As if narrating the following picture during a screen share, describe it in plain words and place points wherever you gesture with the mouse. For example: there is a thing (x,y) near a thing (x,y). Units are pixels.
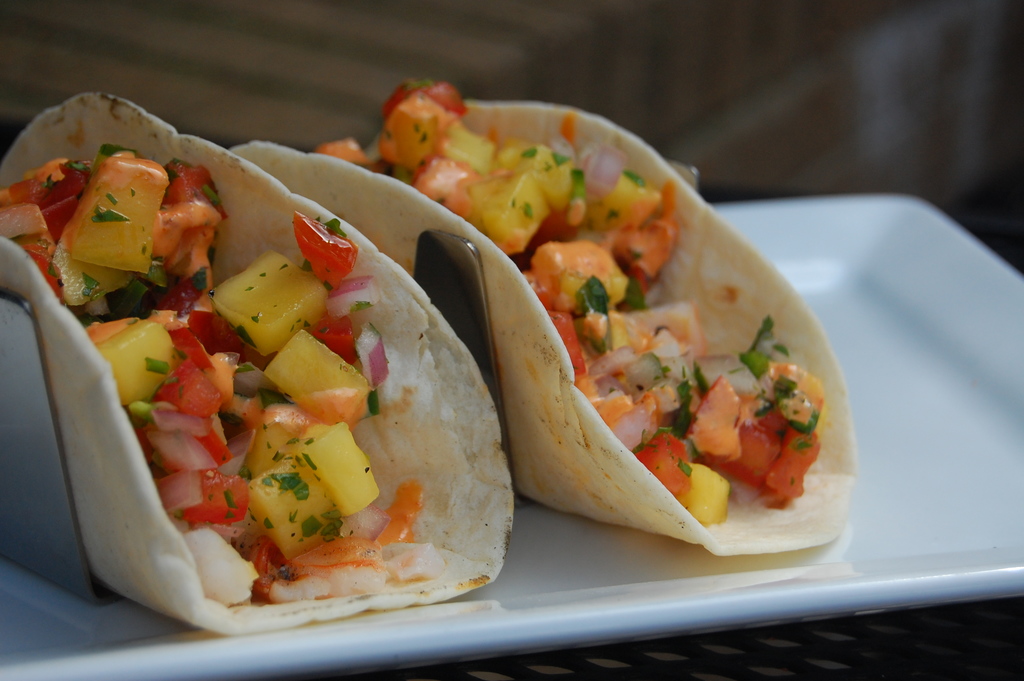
In this image I can see a plate (966,426) which is white in color and on the plate (1014,379) I can see few food items (675,368) which are cream, yellow, red, green and orange in color. I can see the blurry background (162,78).
